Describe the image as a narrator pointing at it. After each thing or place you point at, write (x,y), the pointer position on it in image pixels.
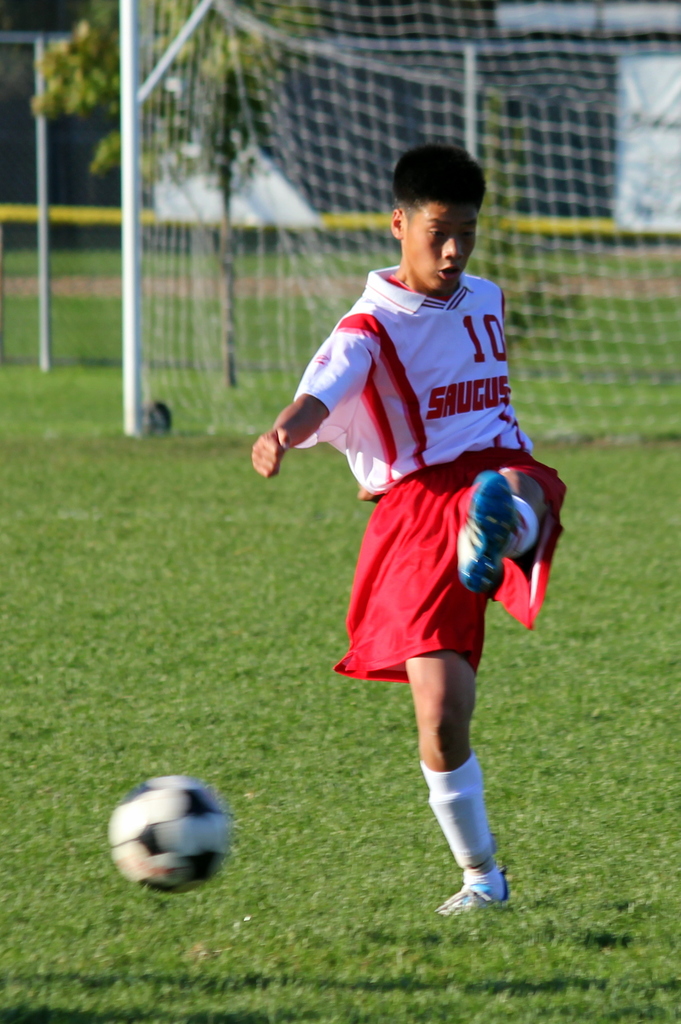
In this image we can see a person (402,458) wearing white and red color dress (387,565) playing football there is a ball (189,874) in the air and in the background of the image (188,133) there is net (374,110) and some rods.
